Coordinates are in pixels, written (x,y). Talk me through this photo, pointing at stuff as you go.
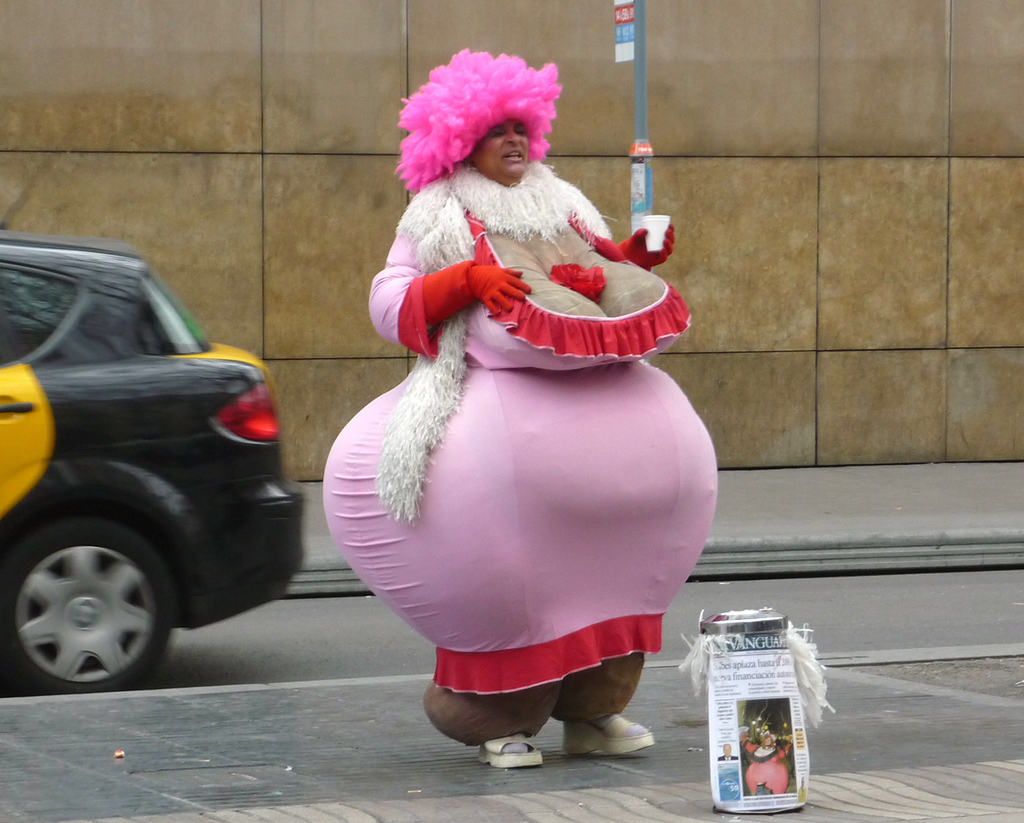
In this picture I can see a woman (478,491) standing with a pink colored head wear (487,102) and I can see a box (732,686) with a paper (789,714) on it and a car (122,560) parked on the back (155,504) and I can see a wall (692,48) and couple of boards (622,15) to the pole (635,175) on the sidewalk (1003,494).
